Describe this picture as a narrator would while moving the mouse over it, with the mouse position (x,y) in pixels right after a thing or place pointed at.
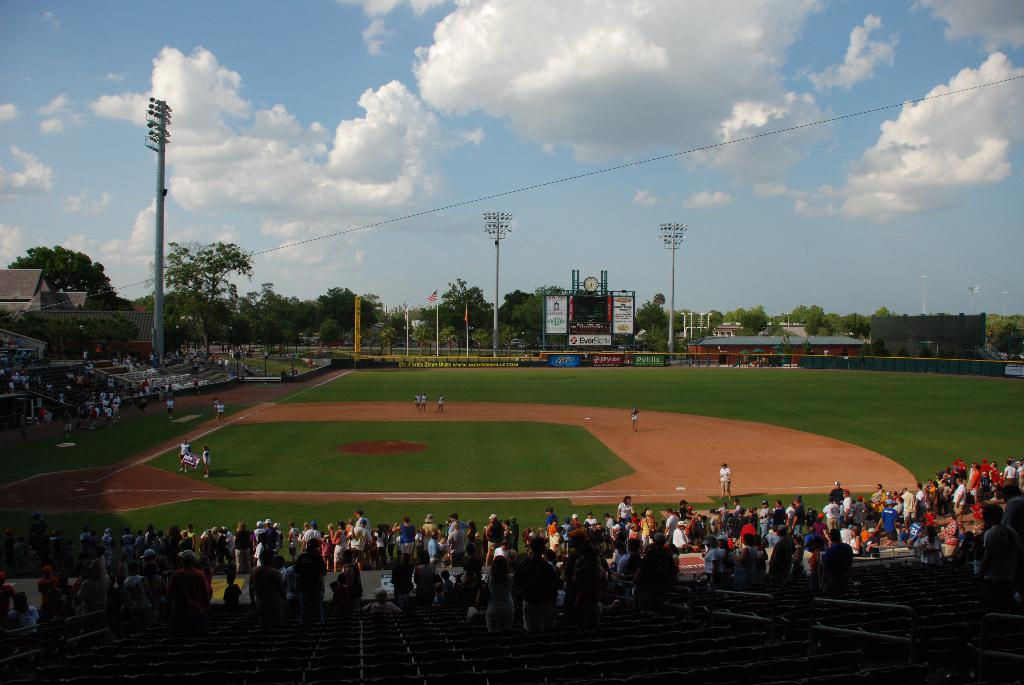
In this image we can see playground (444,470), crowd (1002,492), poles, trees (224,310) and fencing (535,357). At the top of the image (678,111), sky (678,111) is there with clouds (362,167).
